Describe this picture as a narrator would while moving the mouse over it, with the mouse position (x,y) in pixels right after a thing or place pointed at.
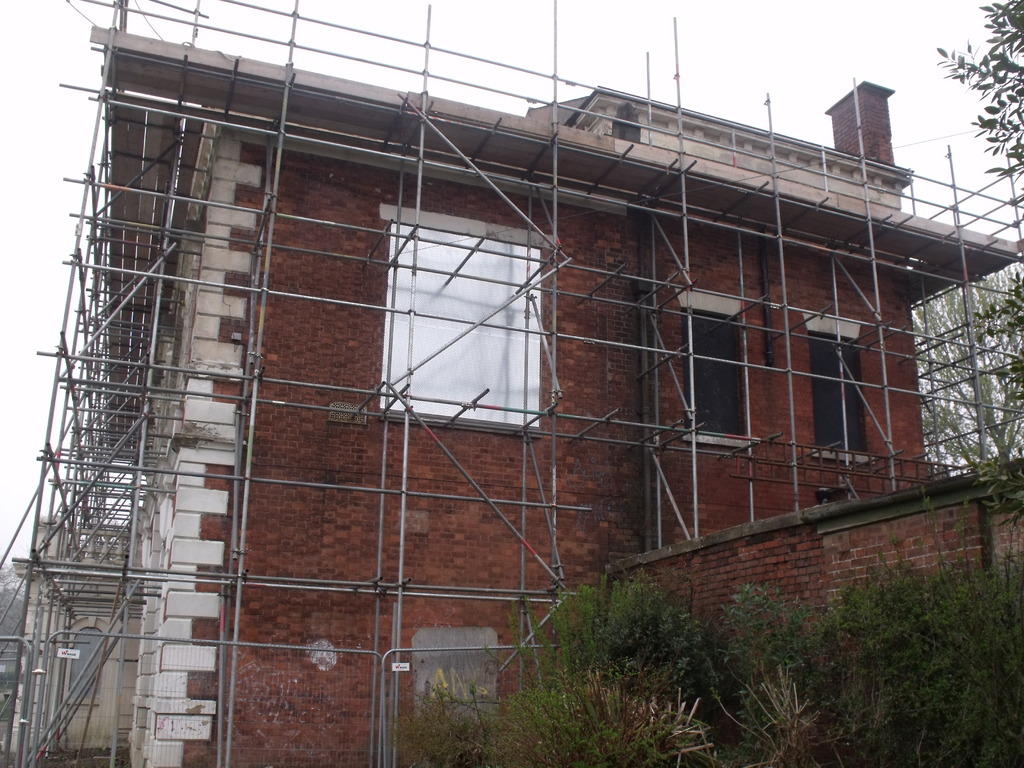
In this image in the front (643,638) there are trees (720,651). In the background (232,563) there is a building (350,372) which is under construction and there are trees (964,335).
